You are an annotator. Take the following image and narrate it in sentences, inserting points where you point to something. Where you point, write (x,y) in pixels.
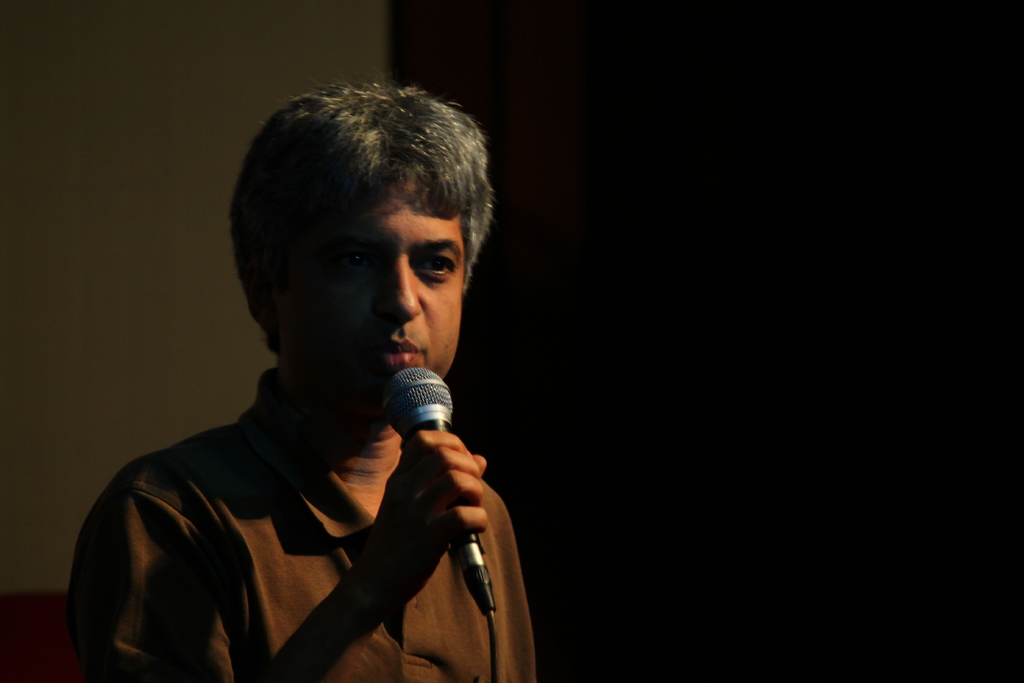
In this image we can see a man (358,393) standing and holding a mic (465,531). In the background (66,257) there is a wall (87,196) and a curtain (562,132).
